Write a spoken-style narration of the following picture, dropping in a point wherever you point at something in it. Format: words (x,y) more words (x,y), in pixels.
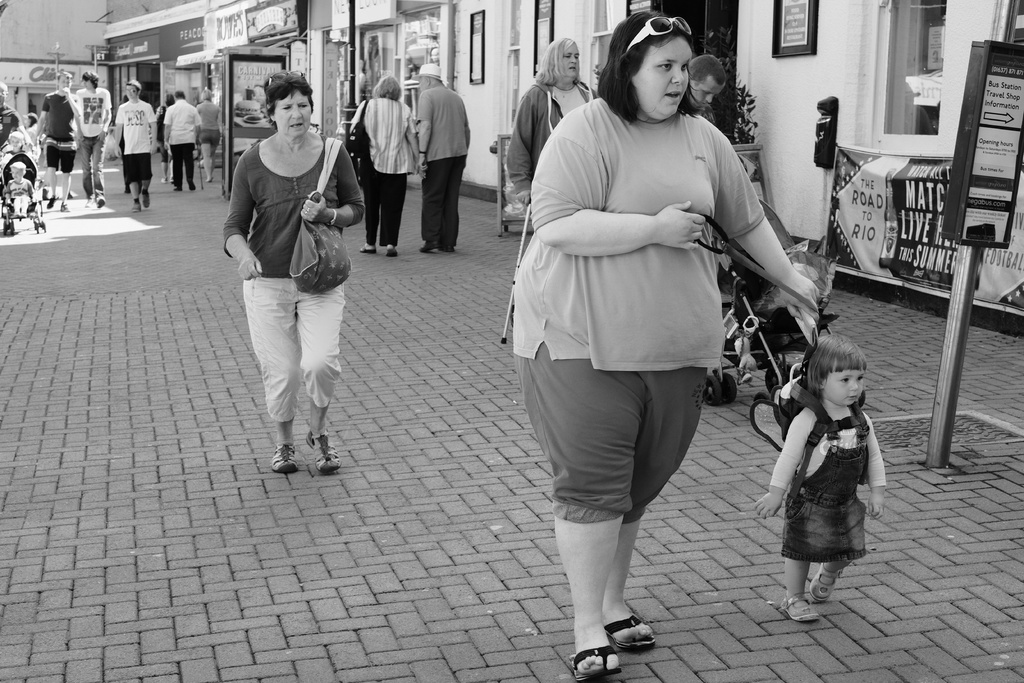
In this picture there is a woman (697,158) who is wearing goggles (673,25), t-shirt (635,163), short (576,484) and slipper (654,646). She is holding baby (840,436) who is wearing bag (819,415) and black dress (814,475). On the left (271,349) there is a woman (300,298) who is holding bag (297,247). In the background (63,104) we can see the group of person (121,136) standing near to the shop (488,125) and buildings (506,125). At the top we can see photo frames (537,37) on the wall (855,6). On the right (915,220) we can see banners (906,210) and posters (975,221) near to the window (921,106).
